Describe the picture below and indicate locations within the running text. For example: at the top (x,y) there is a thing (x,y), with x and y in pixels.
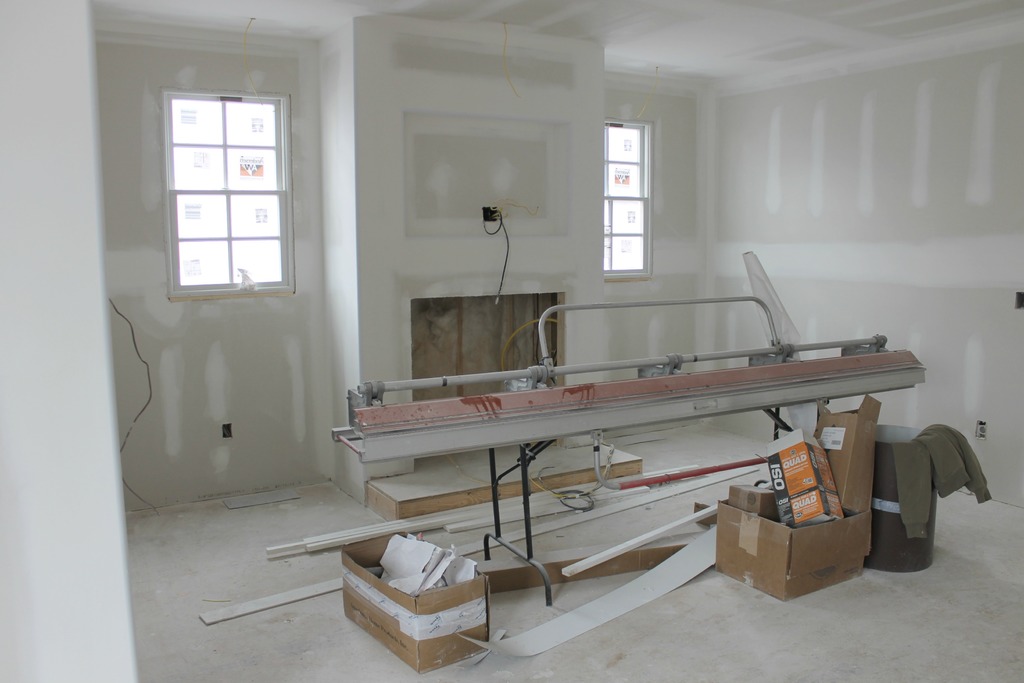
In this image we can see the inner view of a room (790,341). In the room (357,511) there are machine (413,443) on the stand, cardboard cartons (559,578), wooden bars (357,530), sweater (918,479), windows (233,230) and cables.
